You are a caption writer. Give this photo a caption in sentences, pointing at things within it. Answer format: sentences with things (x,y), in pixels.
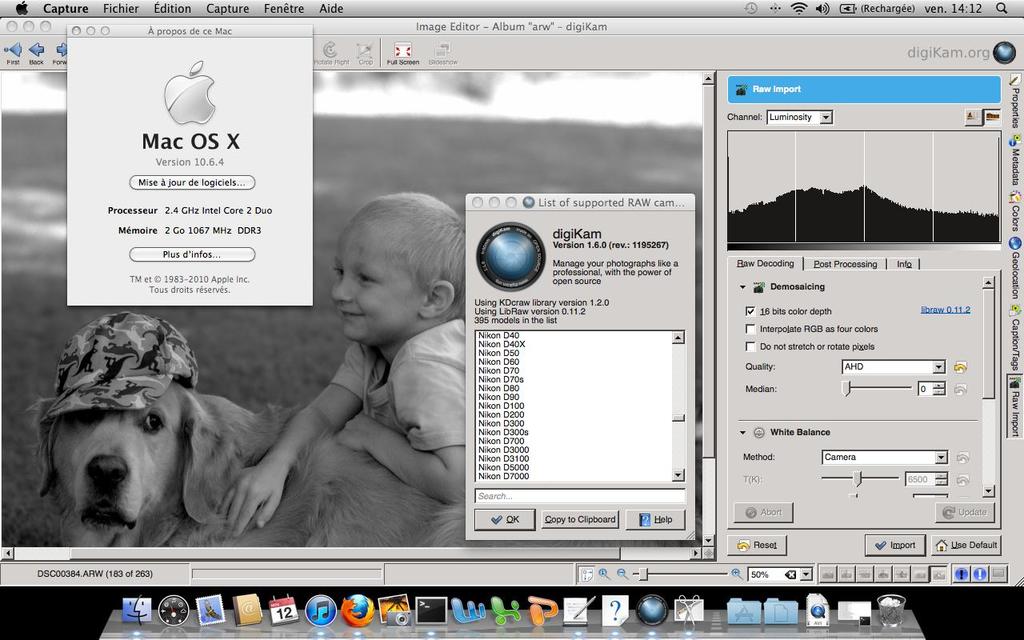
In this image I can see the screenshot and I can see few icons (502,619). In the background (418,279) I can see the person (393,314) and the dog (344,447) and I can see something written on the image.
